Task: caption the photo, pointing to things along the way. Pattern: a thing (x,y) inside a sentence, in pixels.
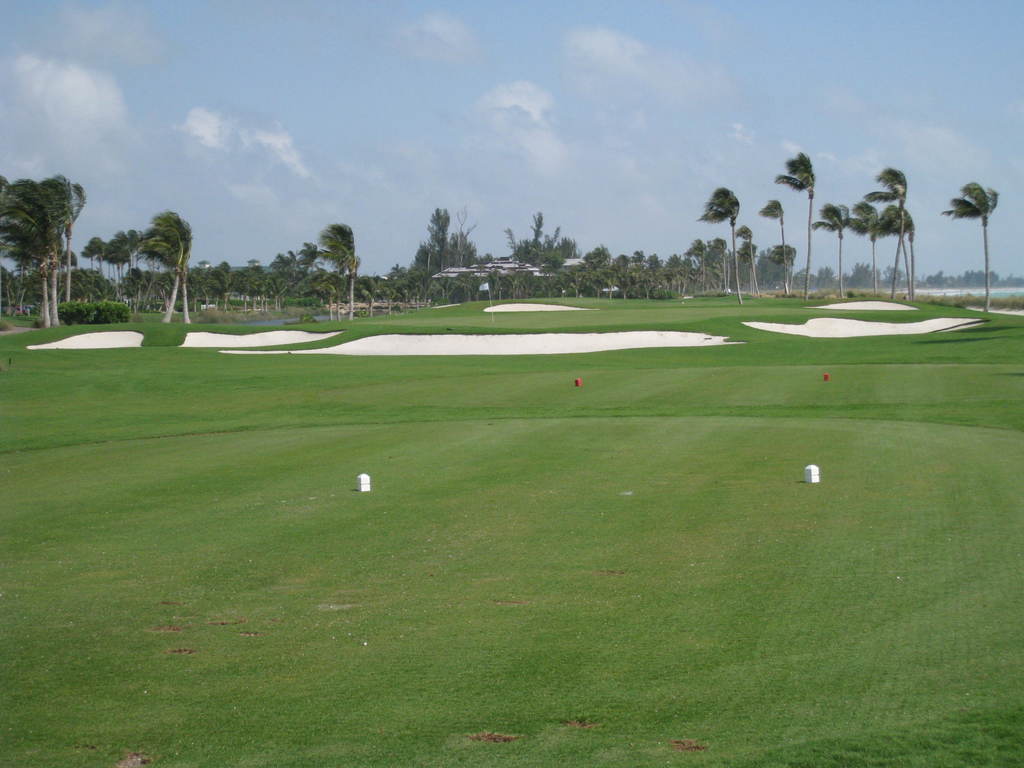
This picture is taken in a ground (644,587). On the ground (343,584), there is grass (402,532) with some poles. On the top (176,202), there are trees (874,272) and sky (552,135).
